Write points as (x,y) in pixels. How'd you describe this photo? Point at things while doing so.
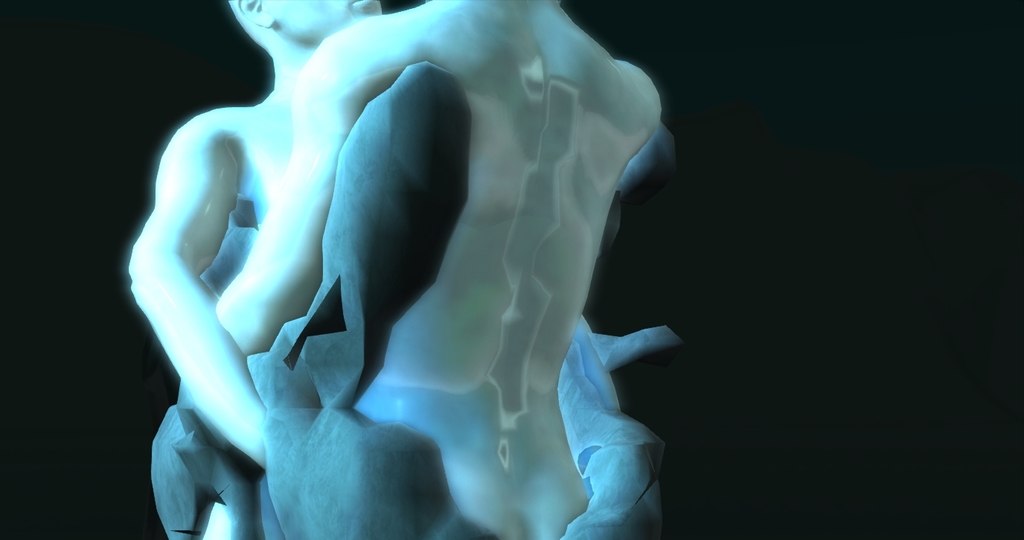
In this image we can see sculptures (358,185).
